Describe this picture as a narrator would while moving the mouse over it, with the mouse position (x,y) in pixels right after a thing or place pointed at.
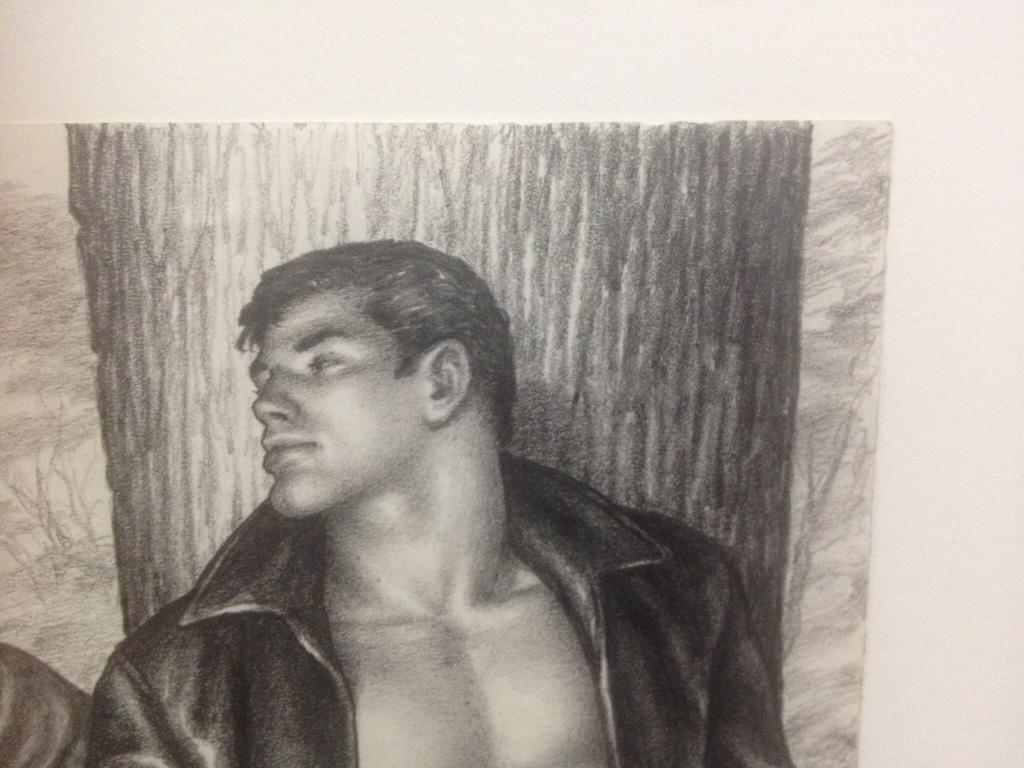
This image consists of an art of a man (364,459) and a tree (193,256).
